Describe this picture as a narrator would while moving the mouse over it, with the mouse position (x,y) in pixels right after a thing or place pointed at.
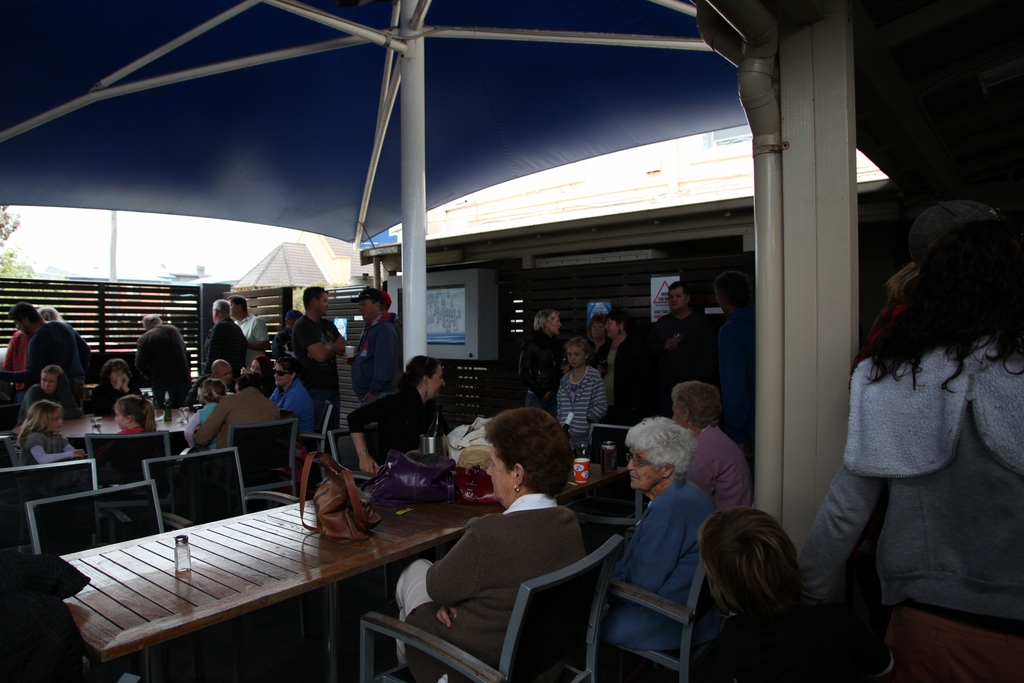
In this image i can see few people (920,338) standing and few people (569,519) sitting on chairs (325,419) in front of a table (428,505). On the table (167,564) i can see few bottles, few glasses (182,414) and few bags (318,456). In the background (167,312) i can see a gate (134,308), the tent (359,151), few buildings (317,246), the sky (143,240) and few trees (16,274).
